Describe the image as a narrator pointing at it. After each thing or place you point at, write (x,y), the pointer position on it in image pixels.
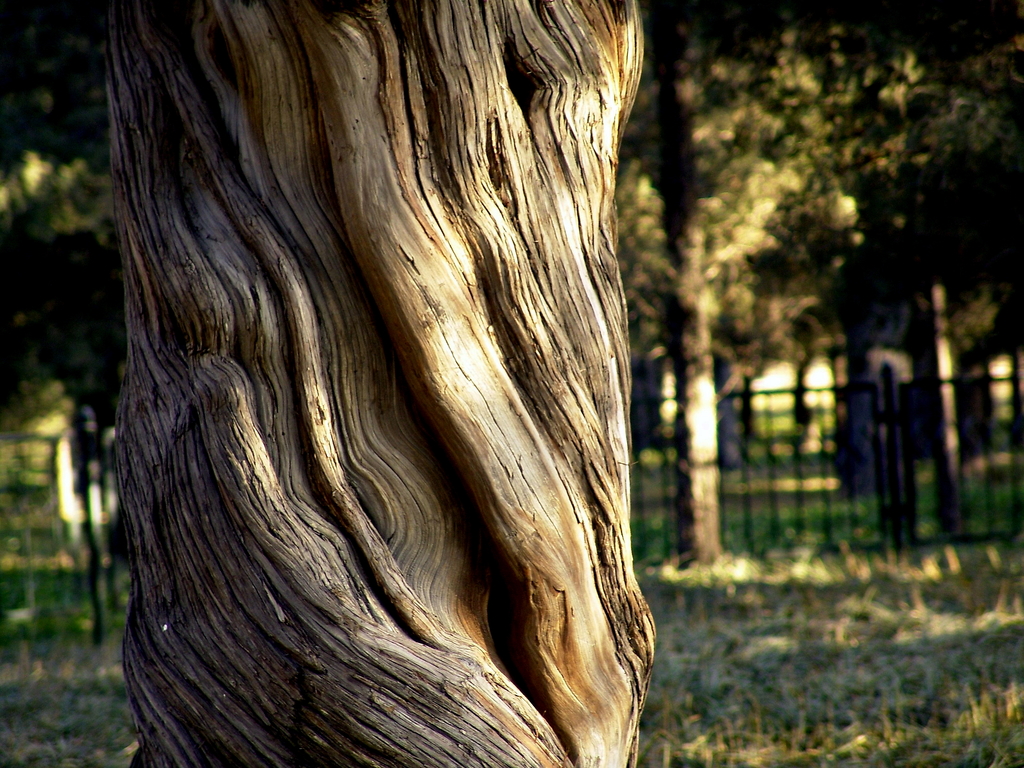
Here I can see a trunk (368,439). In the background (783,472) there is a railing (901,477) and many trees (775,287). At the bottom (765,674), I can see the grass (835,688) on the ground (831,688).
